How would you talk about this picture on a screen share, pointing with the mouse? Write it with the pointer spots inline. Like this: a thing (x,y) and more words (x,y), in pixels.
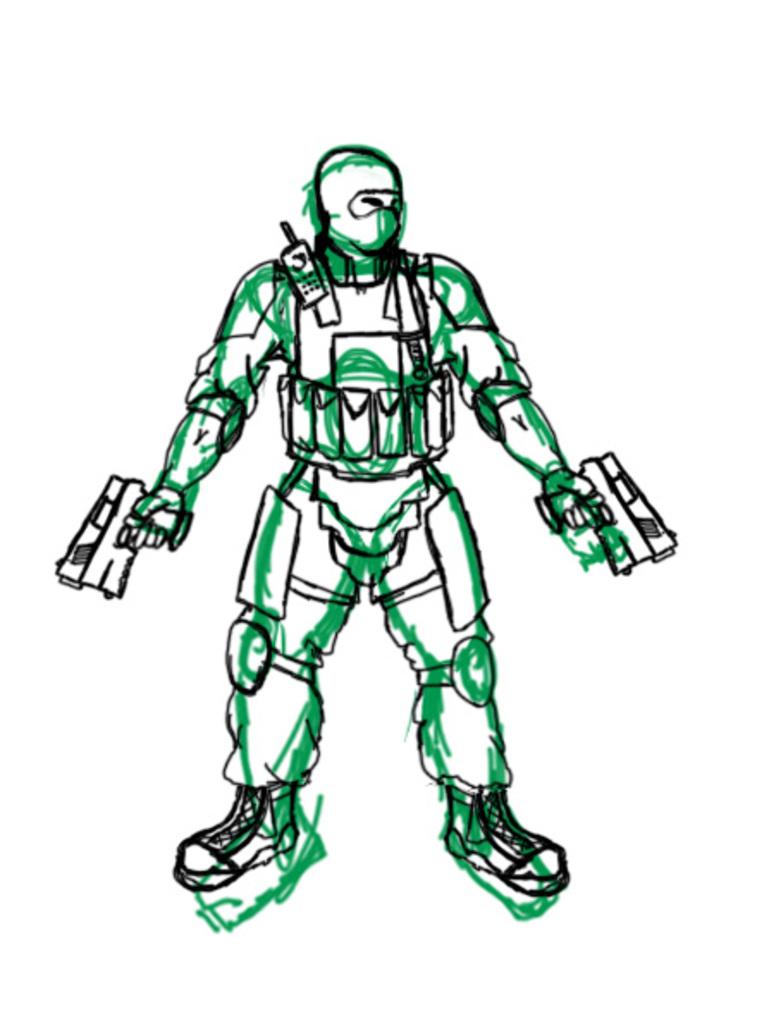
In this image I can see a drawing (399,576) and I can see colour of the drawing (292,530) is green, black and white. I can also see white colour in the background (526,149).
